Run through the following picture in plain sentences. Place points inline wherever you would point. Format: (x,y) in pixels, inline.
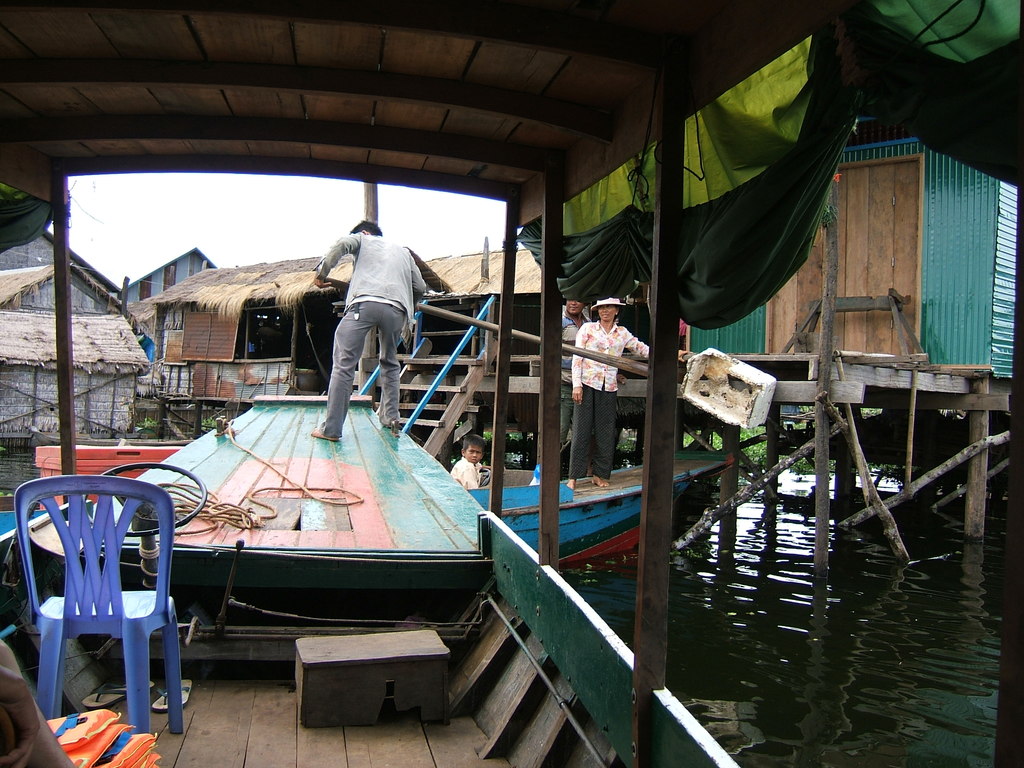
The image is inside the ship (250,539). In the image there is a man (376,285) standing in middle of the image (383,270). On right side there are two people (579,317) standing on ship (591,490), on left side (79,523) there is a chair (126,487) and steering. In background (223,299) there are some houses (141,291) and sky (212,188) is on top (223,200), at bottom (714,596) there is a water (815,653).
